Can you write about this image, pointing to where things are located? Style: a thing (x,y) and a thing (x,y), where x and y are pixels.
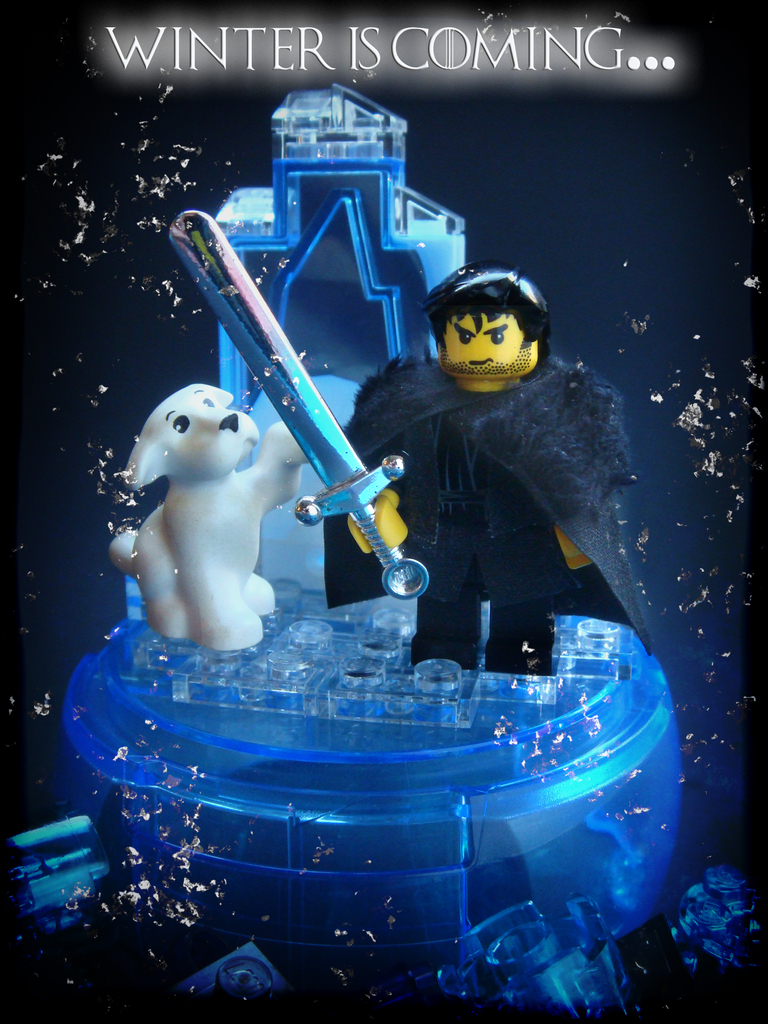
In this image we can see some toys (506,578) placed on the stand (391,793). On the top of the image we can see some text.
